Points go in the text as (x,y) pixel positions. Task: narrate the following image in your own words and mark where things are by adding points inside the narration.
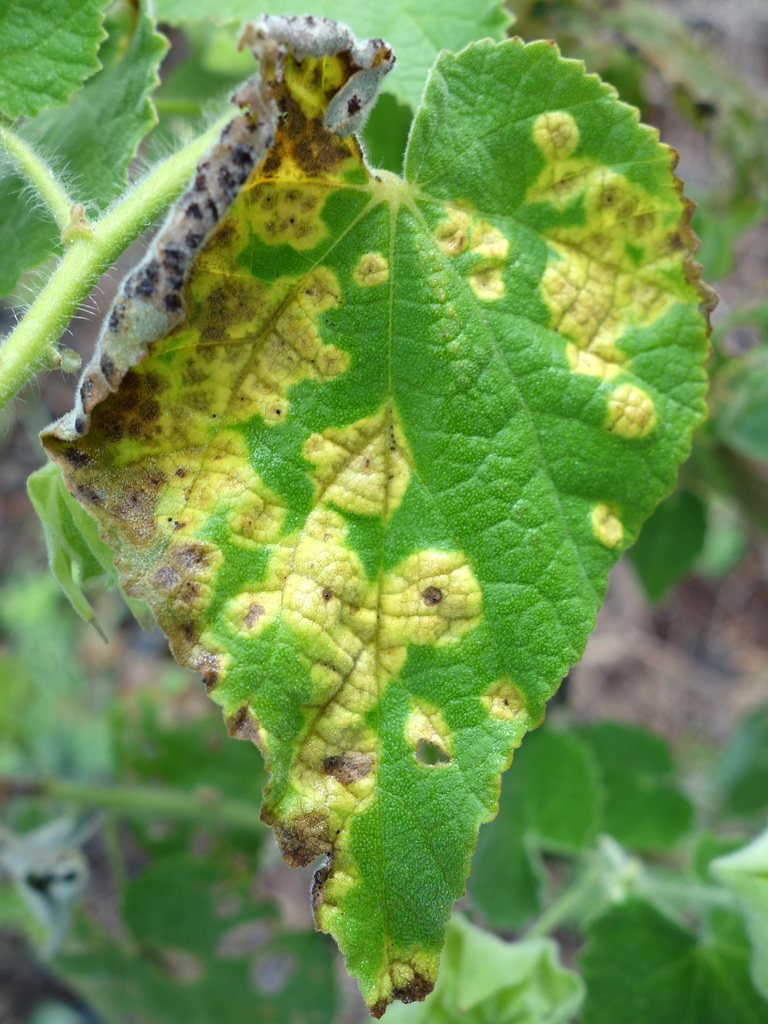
Background (319,991) portion of the picture is blurred. In this picture we can see leaves (147,8) and stems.
